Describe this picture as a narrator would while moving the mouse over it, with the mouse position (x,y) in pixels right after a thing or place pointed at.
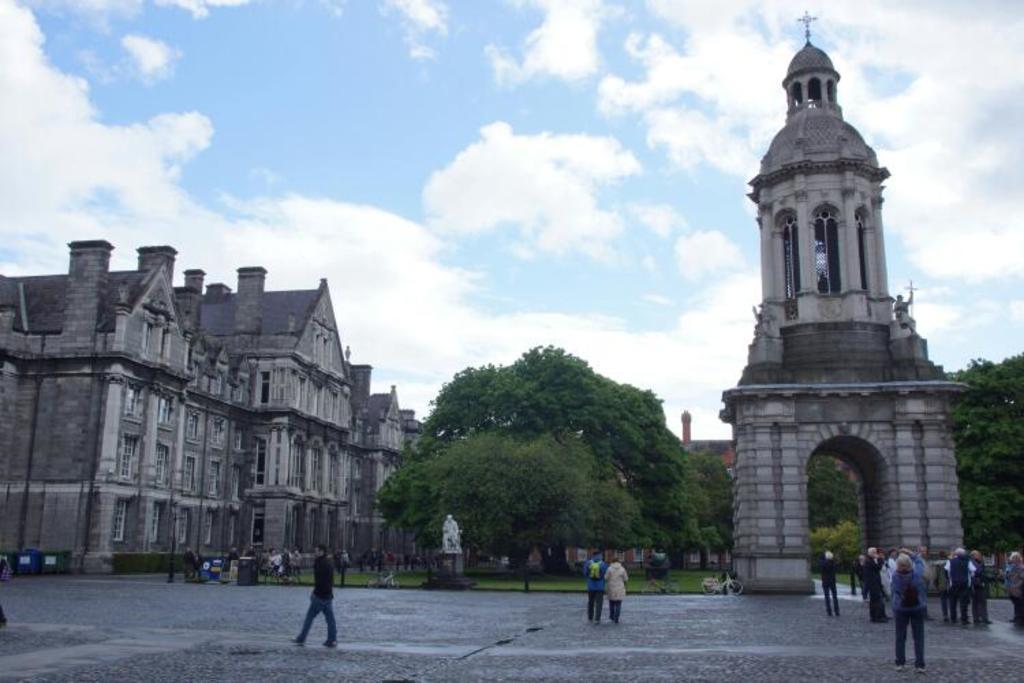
In this picture we can see the building (302,365) with roof tiles (291,311). On the right side (783,388) we can see the tower (916,424). In the front (835,604) bottom side there are some people (965,610) standing on the road (242,609) and looking to the buildings (301,484).
